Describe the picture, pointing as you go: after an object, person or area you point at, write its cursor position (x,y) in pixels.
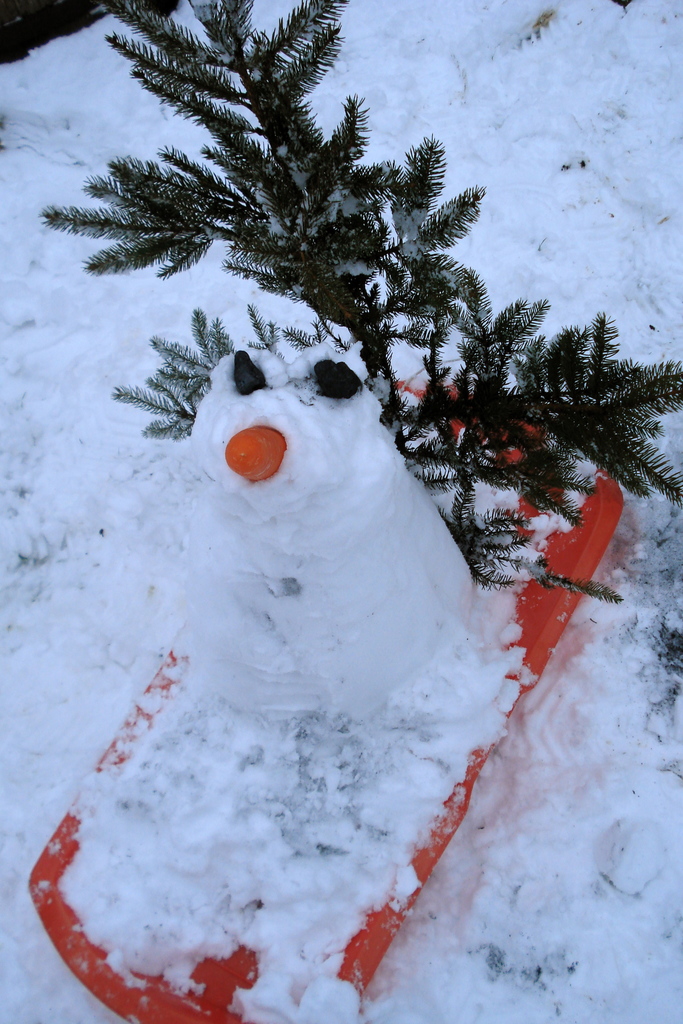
In this image we can see snow doll (358,534). We can see the snow (569,58). There are leaves (500,340) of the plant (557,451) in the image. There is an object (545,604) in the image.
